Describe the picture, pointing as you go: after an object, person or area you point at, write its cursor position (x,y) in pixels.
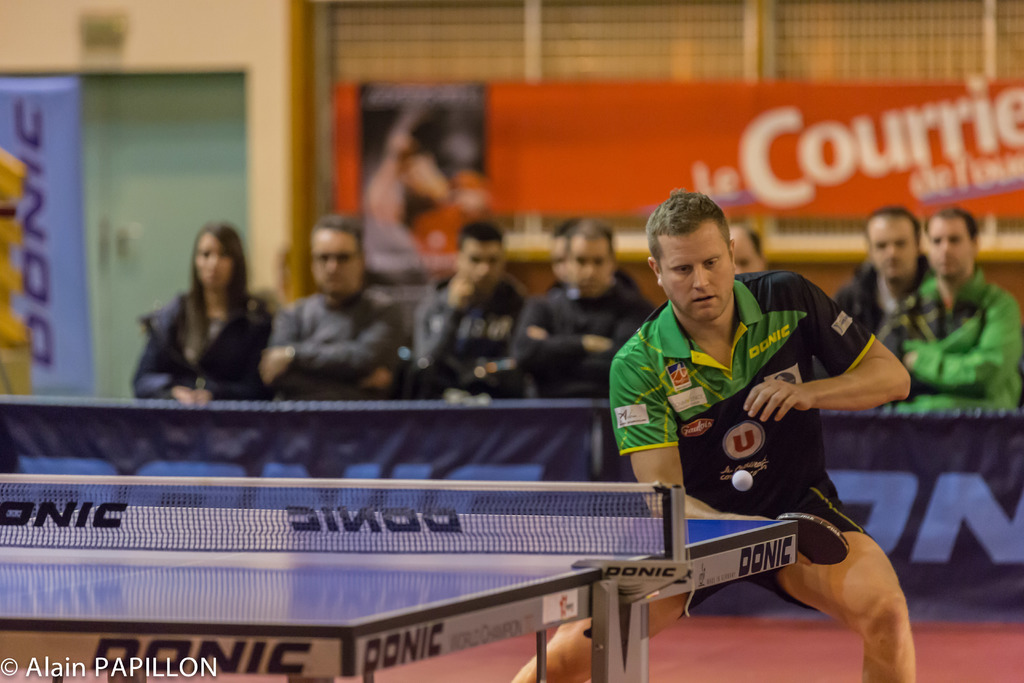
In a picture a person (772,457) is playing a table tennis and wearing a black t-shirt (708,419) and behind him there are people (239,266) sitting in the chairs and behind them there is a wall (269,181) and door (103,287) and one poster (1014,139) on it.
